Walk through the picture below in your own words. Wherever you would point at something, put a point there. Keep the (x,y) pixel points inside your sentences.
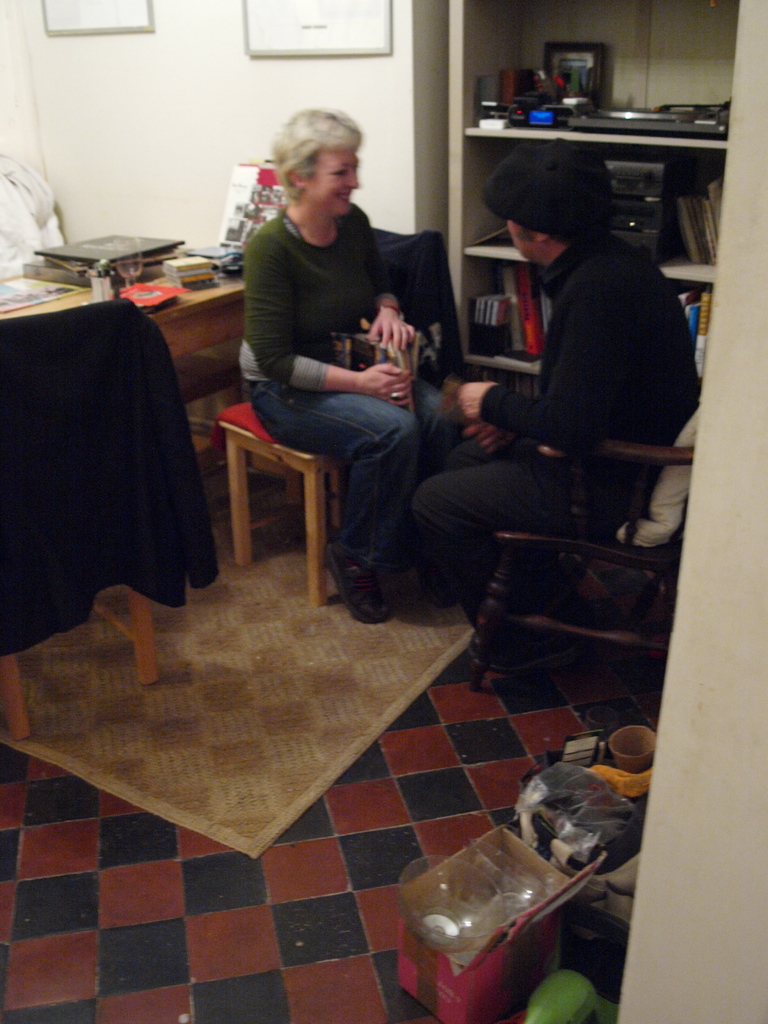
In the background (279,36) we can see frames (68,20) on the wall (232,63). We can see objects (572,56) and books (716,198) in the racks (665,60). We can see people (575,306) sitting on the chairs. On the floor (467,718) we can see floor carpet (359,655), boxes (440,973) and few other objects (436,891). On the left side (199,282) we can see a laptop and few objects (88,267) on the table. On the chair (65,389) we can see a black jacket (119,468).
